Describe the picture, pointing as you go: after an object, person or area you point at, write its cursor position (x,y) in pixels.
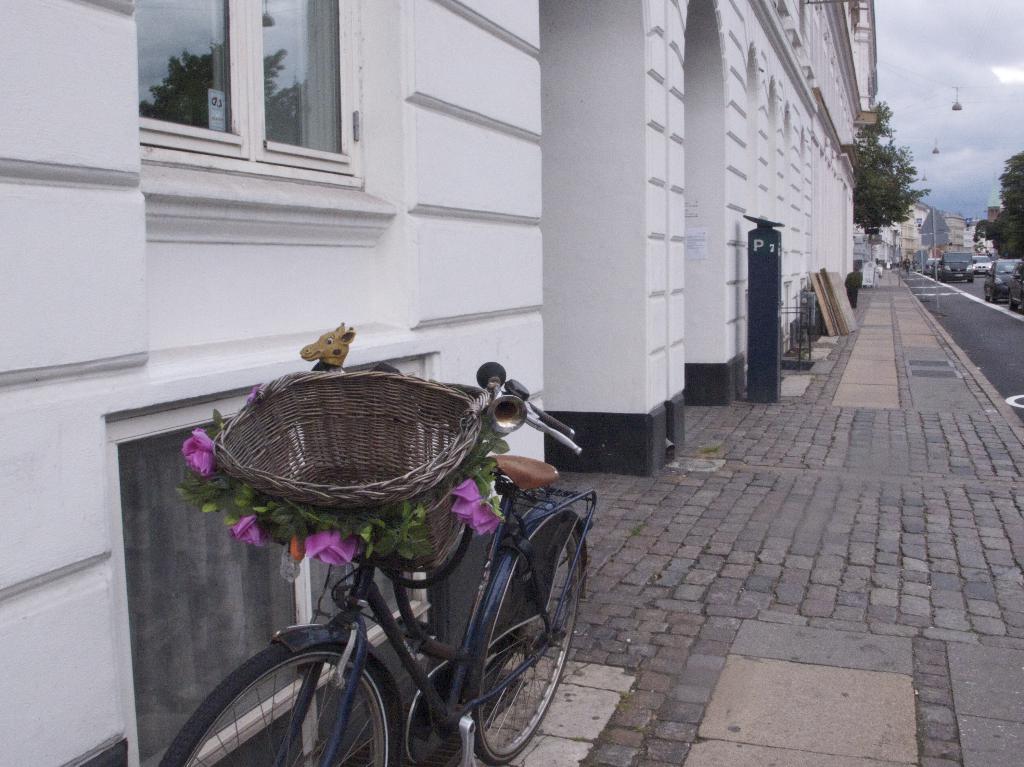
In this image we can see buildings (467,556), bicycle (549,497), motor vehicles (961,267) on the road (953,311), sign boards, street lights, trees (905,178) and sky (974,85) with clouds (903,44).
